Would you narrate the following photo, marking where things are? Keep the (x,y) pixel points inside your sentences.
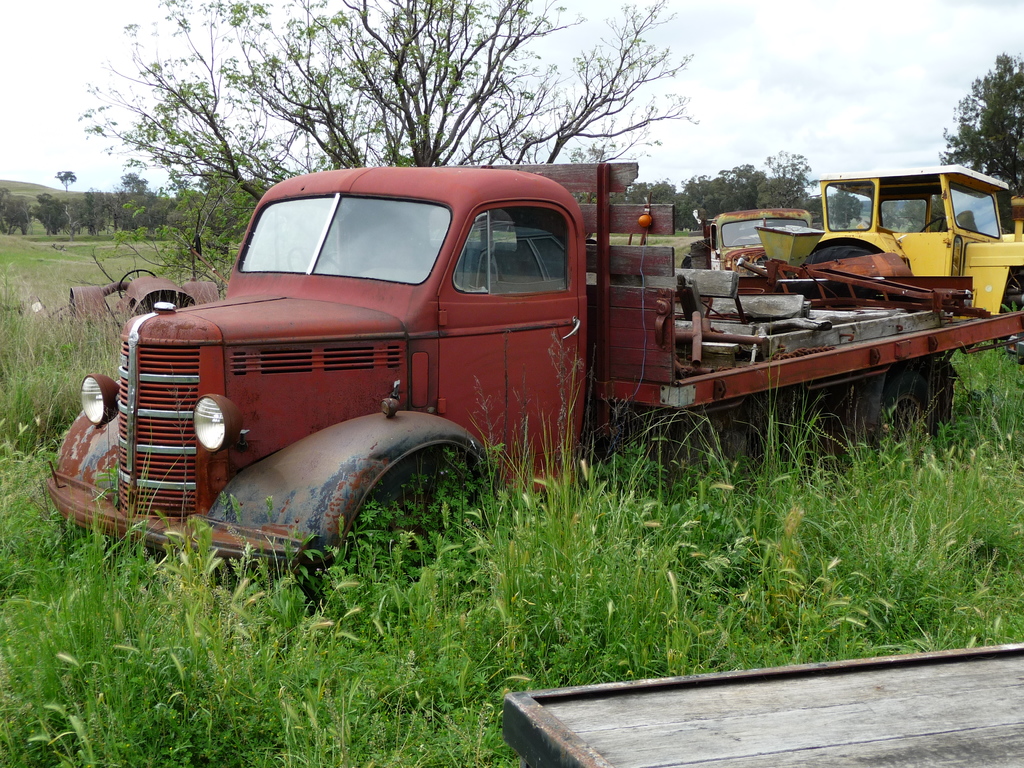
There are scrapped vehicles (492,345) kept in a land (27,274) and there are a lot of plants (652,511) and trees (156,202) around the vehicles (248,466).
